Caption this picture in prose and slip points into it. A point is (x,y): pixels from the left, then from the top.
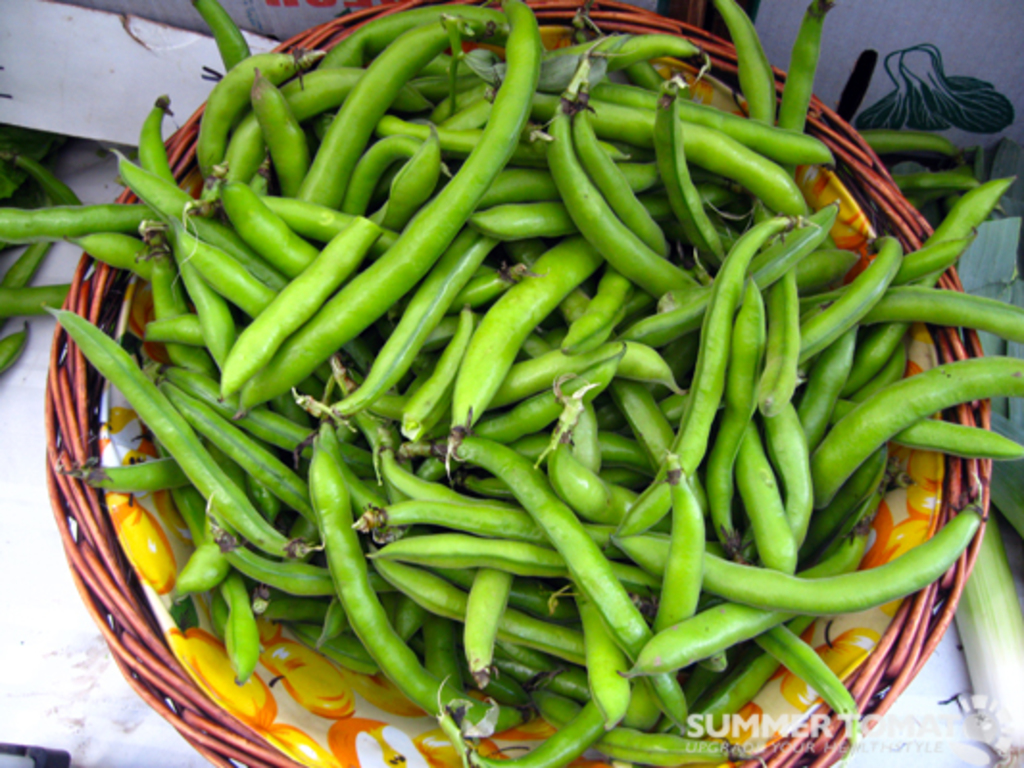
In this image we can see vegetables (575,477) in the basket (362,702).
